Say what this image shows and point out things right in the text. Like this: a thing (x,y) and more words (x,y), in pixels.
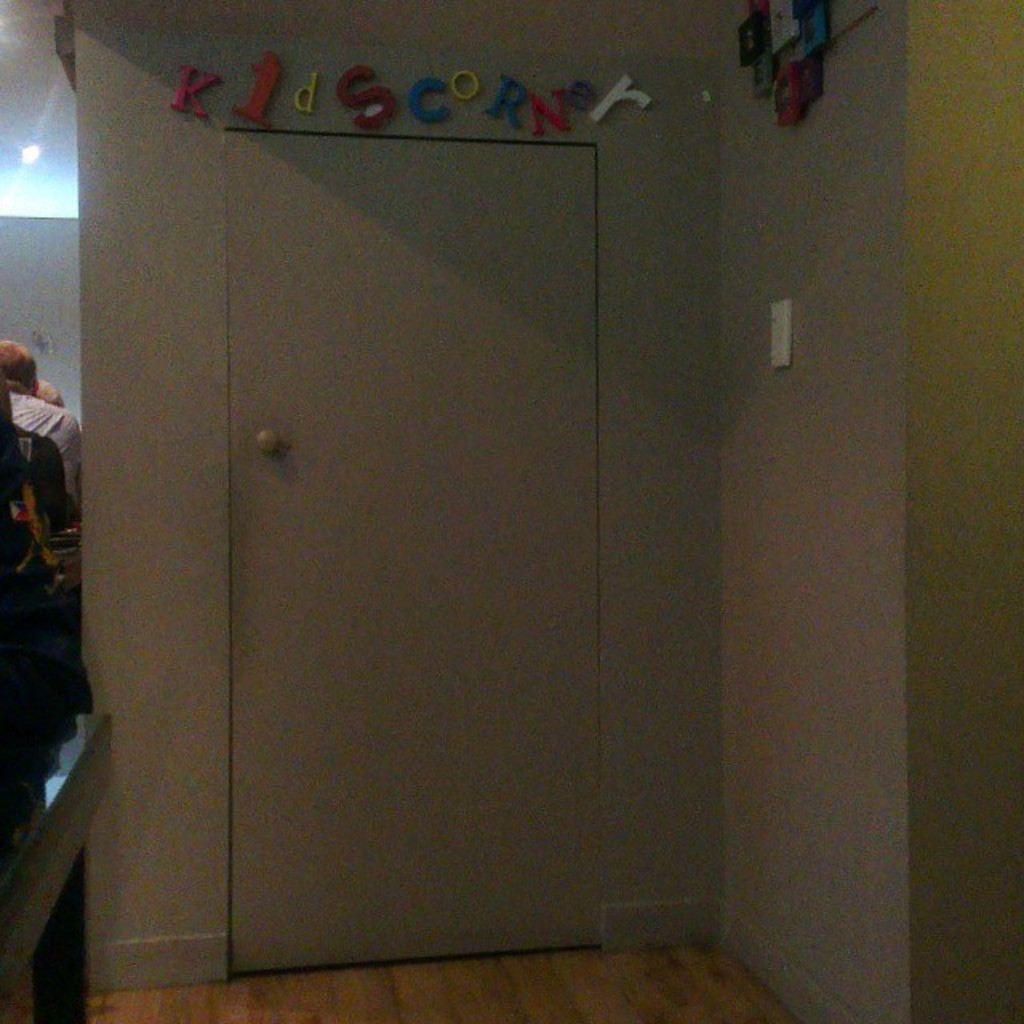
In this picture we can see a door (360,676) in the front (365,622), on the right side (744,594) there is a wall (738,594), on the left side (29,423) we can see a person (59,471) is sitting, there is a light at the left top of the picture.
